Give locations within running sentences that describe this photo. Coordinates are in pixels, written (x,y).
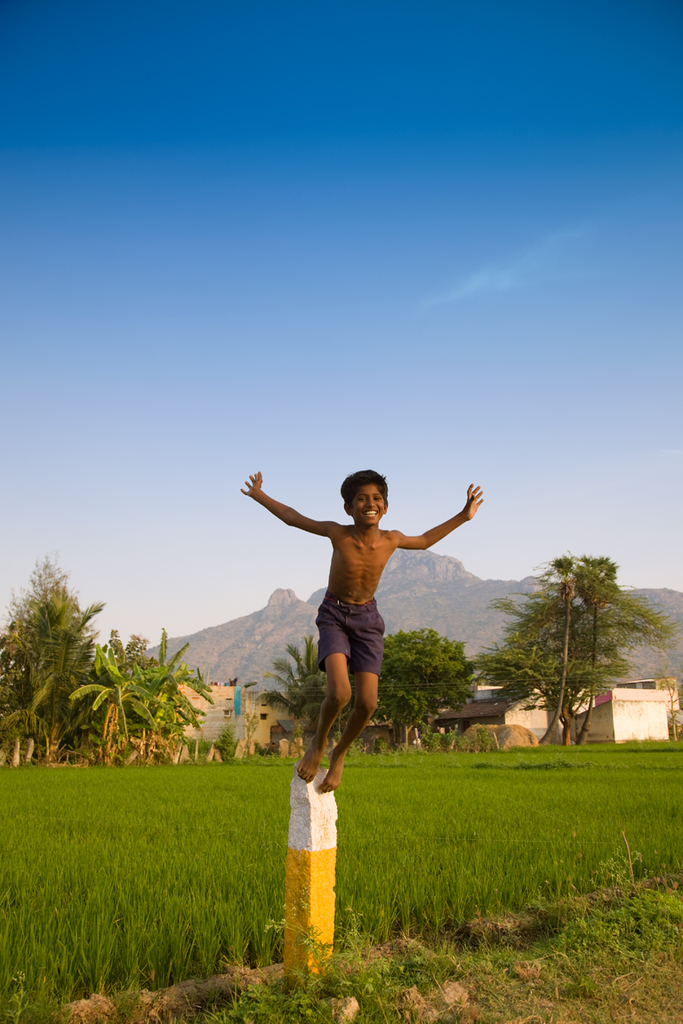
This is the picture of a village (652,686). In the foreground (346,585) there is a person (311,770) smiling and jumping. At the back (36,735) there are buildings (239,737) and trees (27,733) and there is a mountain (381,588). At the top (262,254) there is sky (246,281). At the bottom (202,961) there are fields (412,859).
